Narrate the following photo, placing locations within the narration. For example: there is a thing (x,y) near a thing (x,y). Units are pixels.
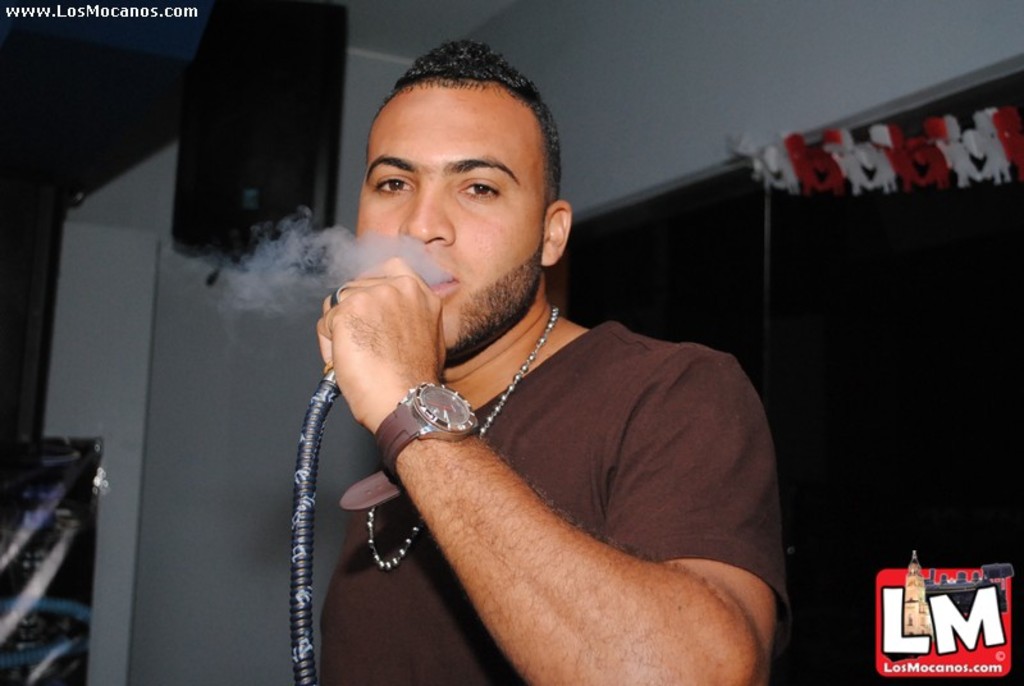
This image is taken indoors. In the background (254,518) there is a wall (628,40) and there is an object (264,119). At the top of the image (419,17) there is a roof (426,21). In the middle of the image (523,412) a man (466,480) is standing and he is smoking. He is holding a pipe (313,473) in his hand (345,334). On the right side of the image (846,164) there are a few paper flags (859,154) and there is a watermark (921,591) in the image.
